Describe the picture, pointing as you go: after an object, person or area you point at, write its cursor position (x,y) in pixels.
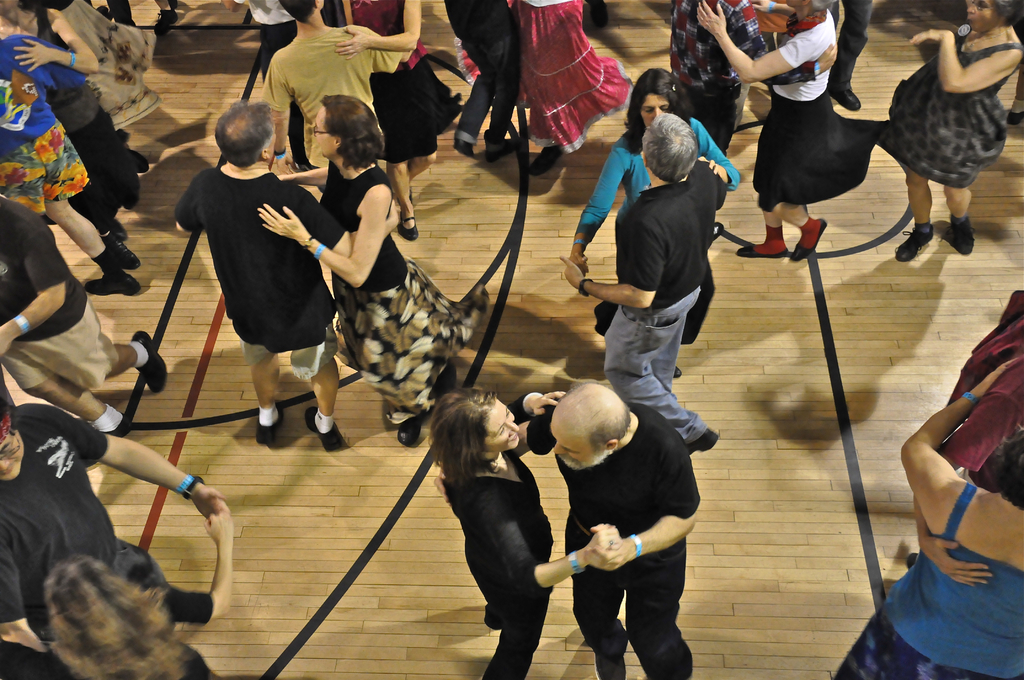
In this image we can see persons (61,78) dancing on the floor (835,503).
